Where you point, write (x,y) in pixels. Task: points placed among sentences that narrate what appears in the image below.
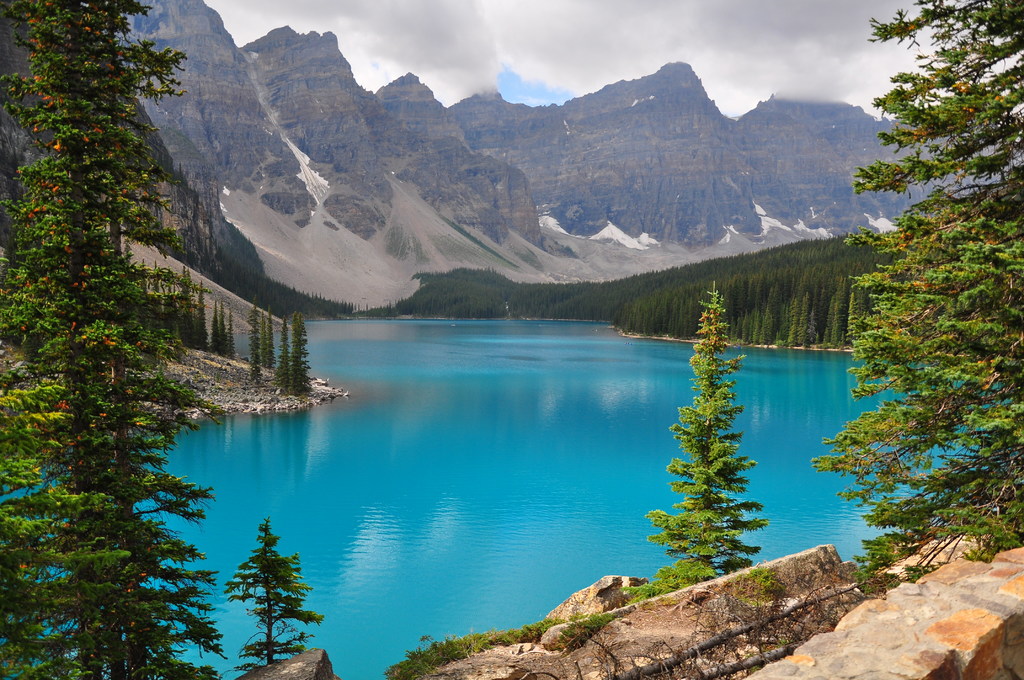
In this image we can see trees (852,423), water (597,420), mountains (673,207), trees (967,359), sky (710,12) and clouds (575,38).
